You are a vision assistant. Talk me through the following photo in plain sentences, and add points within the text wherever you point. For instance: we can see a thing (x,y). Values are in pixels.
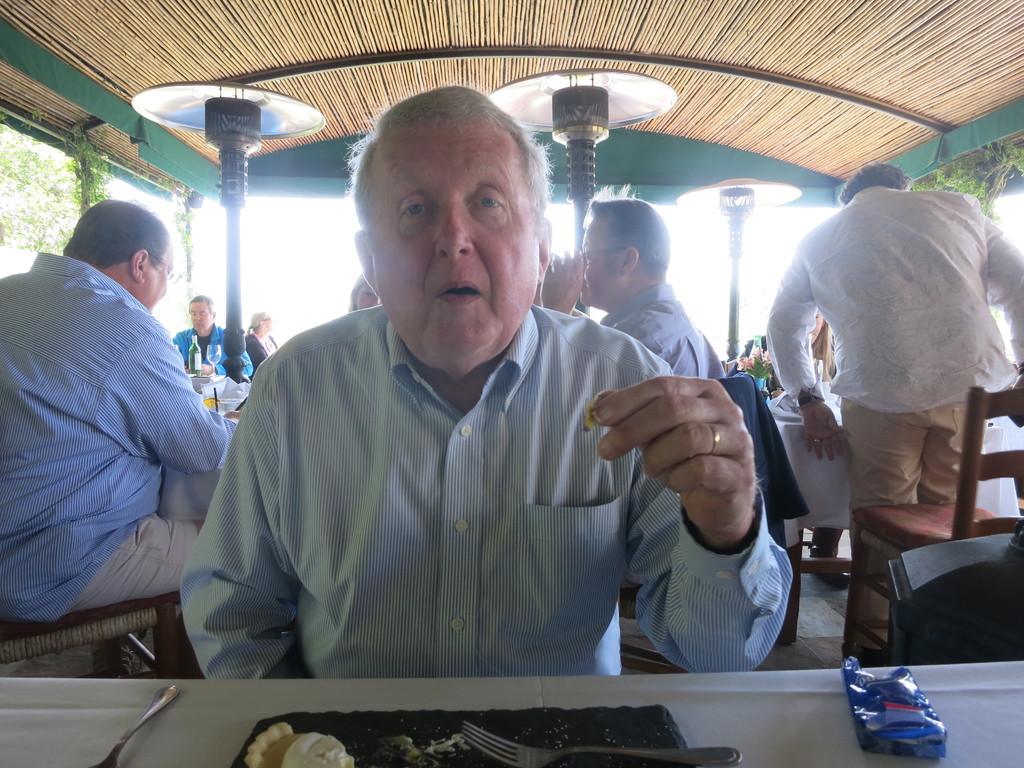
In this image there is a person (413,318) seated on a chair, in front of the person (457,677) there is some food (420,760) in a plate (572,731) on a table (440,699), behind the person (362,315) there are a few other people (201,338) seated in chairs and there are tables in front of them.
